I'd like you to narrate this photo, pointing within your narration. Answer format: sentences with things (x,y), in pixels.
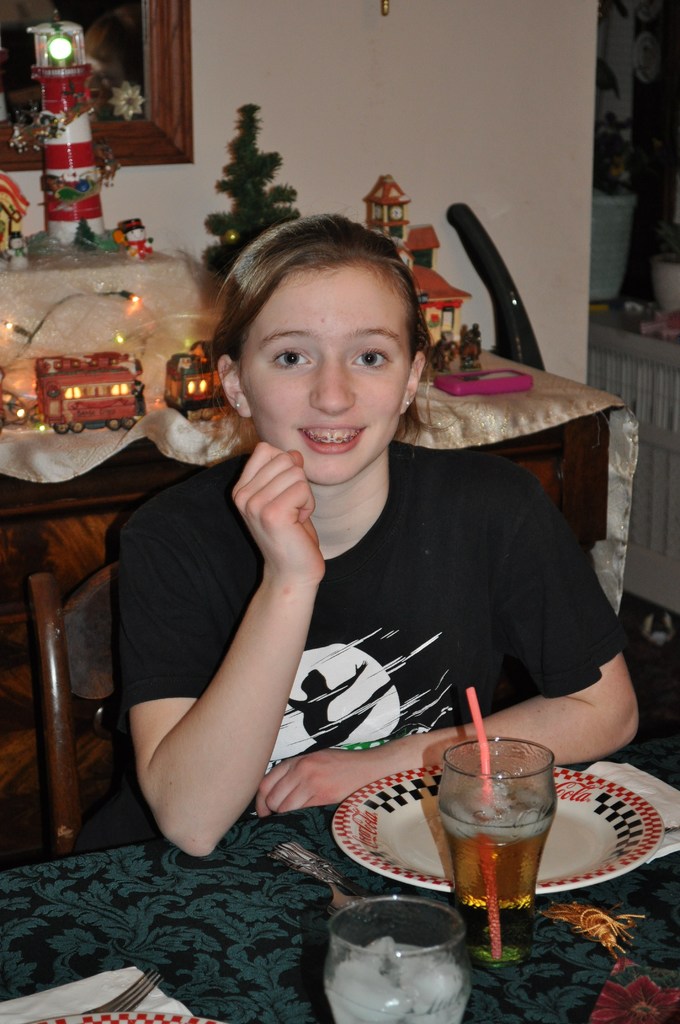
In this image we can see a person (299,597) sitting on a chair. There are few plates (578,848), drinking glasses (444,979) and few other objects (108,1012) on the table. There are many objects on the table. There are few house plants (602,271) at the right side of the image (610,265).
